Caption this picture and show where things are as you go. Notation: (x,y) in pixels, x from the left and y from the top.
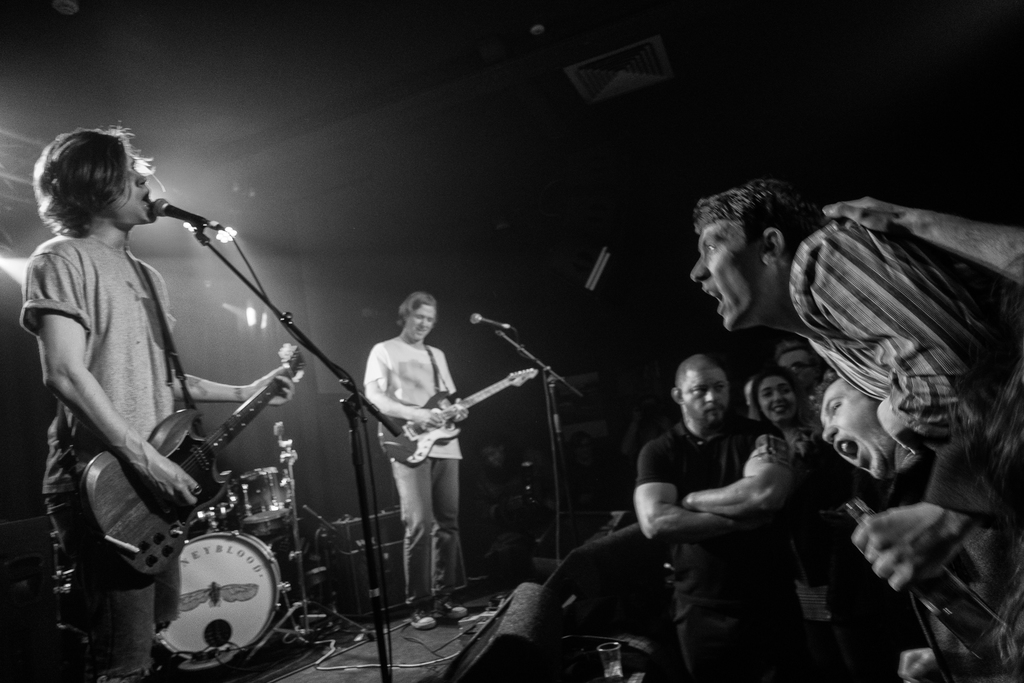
In this image I can see the two people (145,388) standing in front of the mic (350,409) and playing guitar (148,527). In front of them there are group of people (776,438) standing and shouting at them.
